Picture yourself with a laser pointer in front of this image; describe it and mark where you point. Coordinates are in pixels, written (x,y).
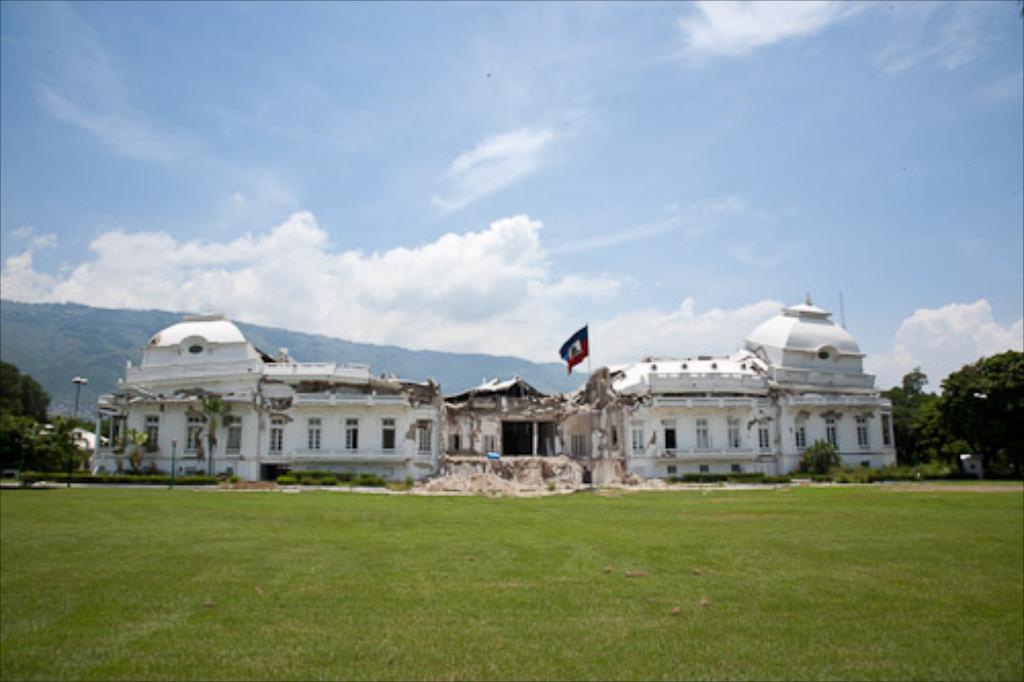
In this picture we can see a building (802,404) with windows (319,438), flag (588,351), trees (22,403), grass (572,550), poles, mountains (100,340) and in the background (265,144) we can see the sky (412,266) with clouds (445,345).
